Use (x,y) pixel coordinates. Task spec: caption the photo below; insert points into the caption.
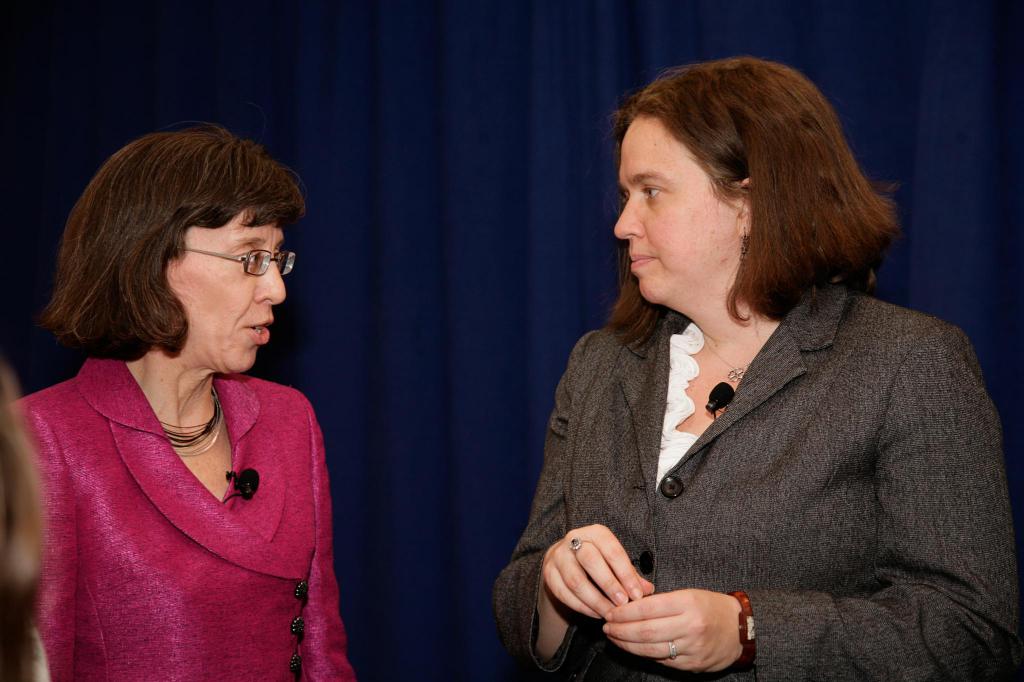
In this image I can see two persons (835,527). Also there are microphones (235,487) attached to their clothes (629,499). And there is a blue background (540,112).
